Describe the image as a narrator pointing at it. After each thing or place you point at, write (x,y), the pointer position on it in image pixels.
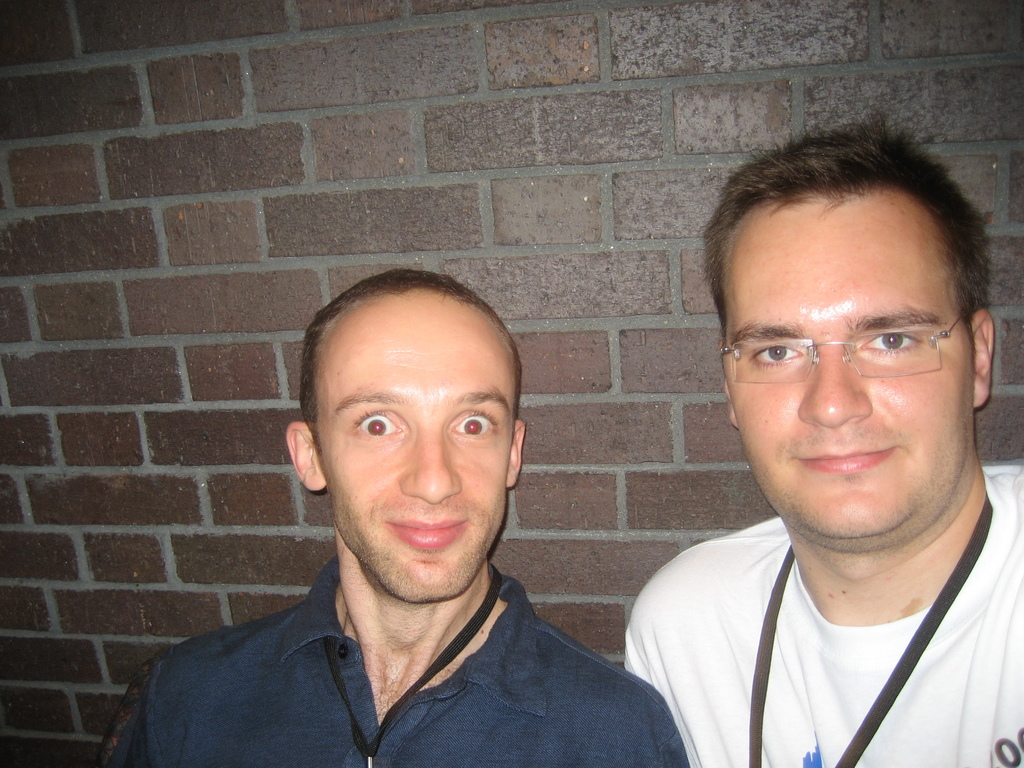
In this image in the foreground (453,486) there are two persons (453,486) who are standing, and in the background (221,273) there is a wall (284,175).
